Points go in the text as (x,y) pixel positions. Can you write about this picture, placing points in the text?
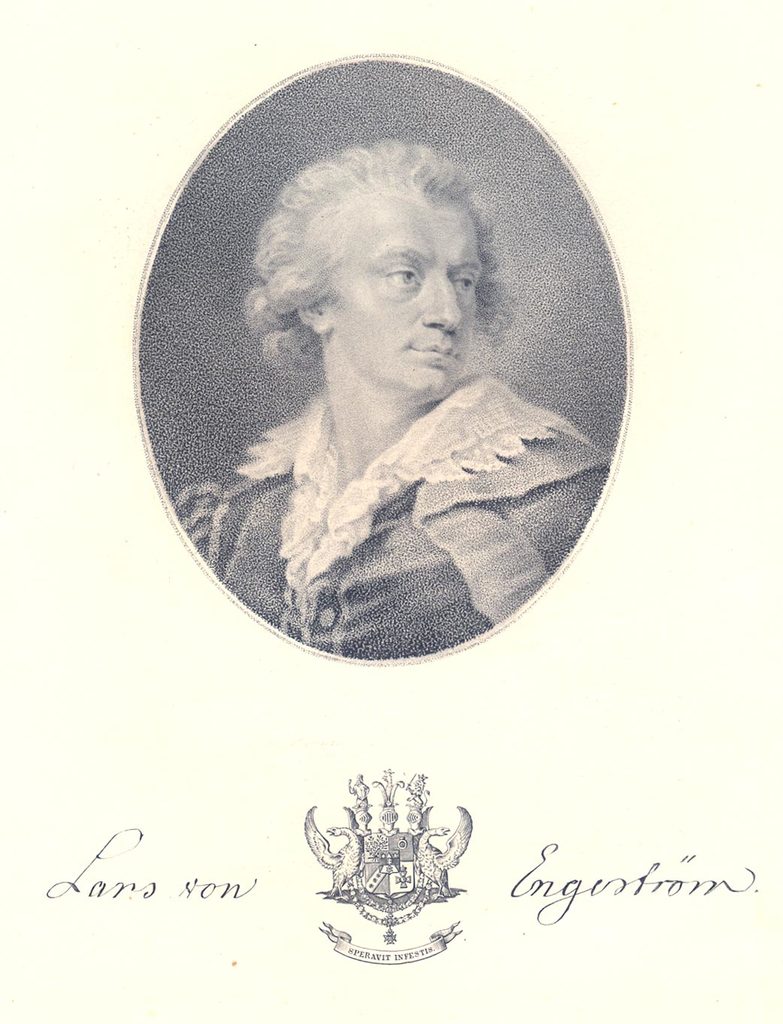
In this image I can see the paper (217,767). On the paper (275,782) I can see the person (304,583) with the dress (290,565) and the text (158,893) written on it. I can also see the symbol (394,884) on the paper (352,809).
